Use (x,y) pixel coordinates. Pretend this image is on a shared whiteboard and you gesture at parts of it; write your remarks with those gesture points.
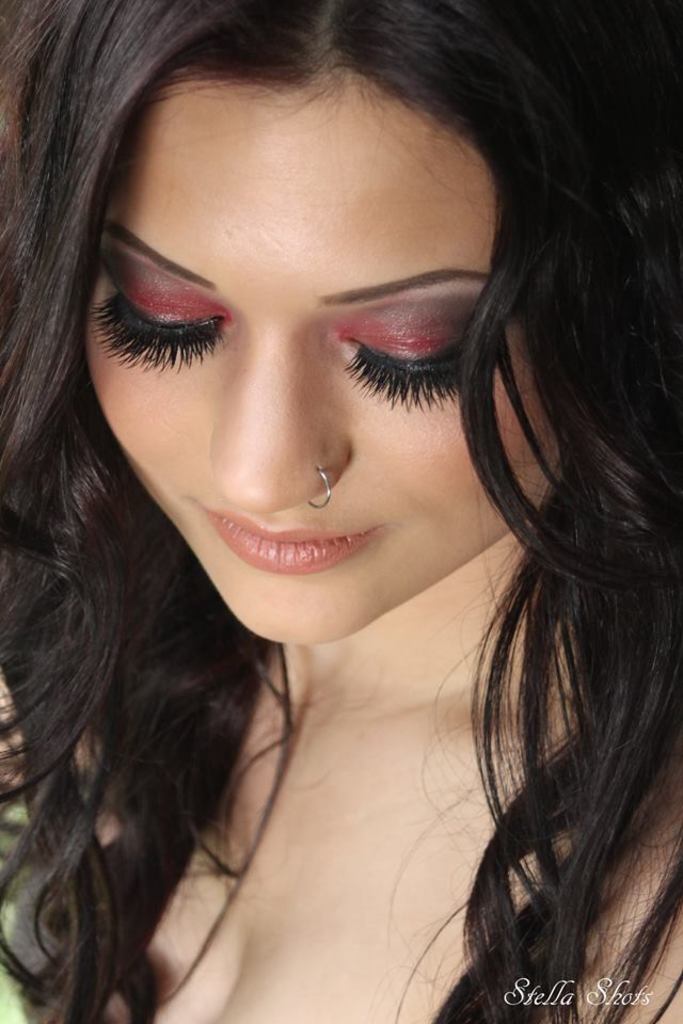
This picture contains a girl (263,770). She is posing for the photo and she is smiling.
